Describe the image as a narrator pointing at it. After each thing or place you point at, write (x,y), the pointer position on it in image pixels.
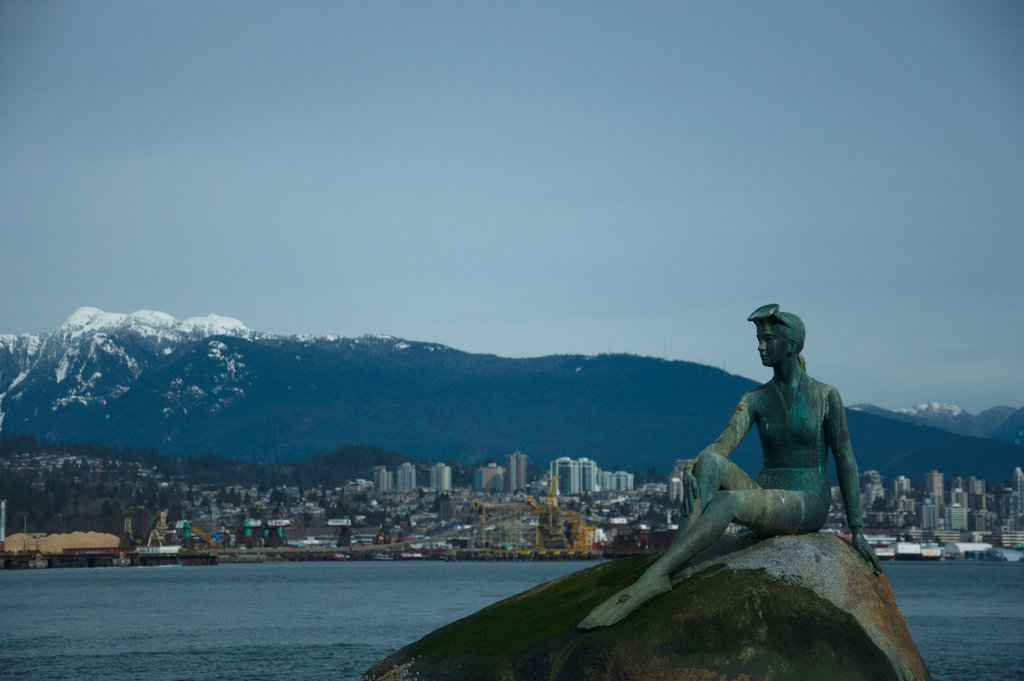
Here in this picture, in the front (735,415) we can see a statue (798,408) present on a rock stone (718,563) and behind it we can see water (541,570) present all over there and in the far we can see buildings (838,517) and houses (431,521) present and we can see mountains (175,402) that are covered with snow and we can also see plants (124,502) and trees (133,491) present and we can see the sky (506,221) is cloudy.
